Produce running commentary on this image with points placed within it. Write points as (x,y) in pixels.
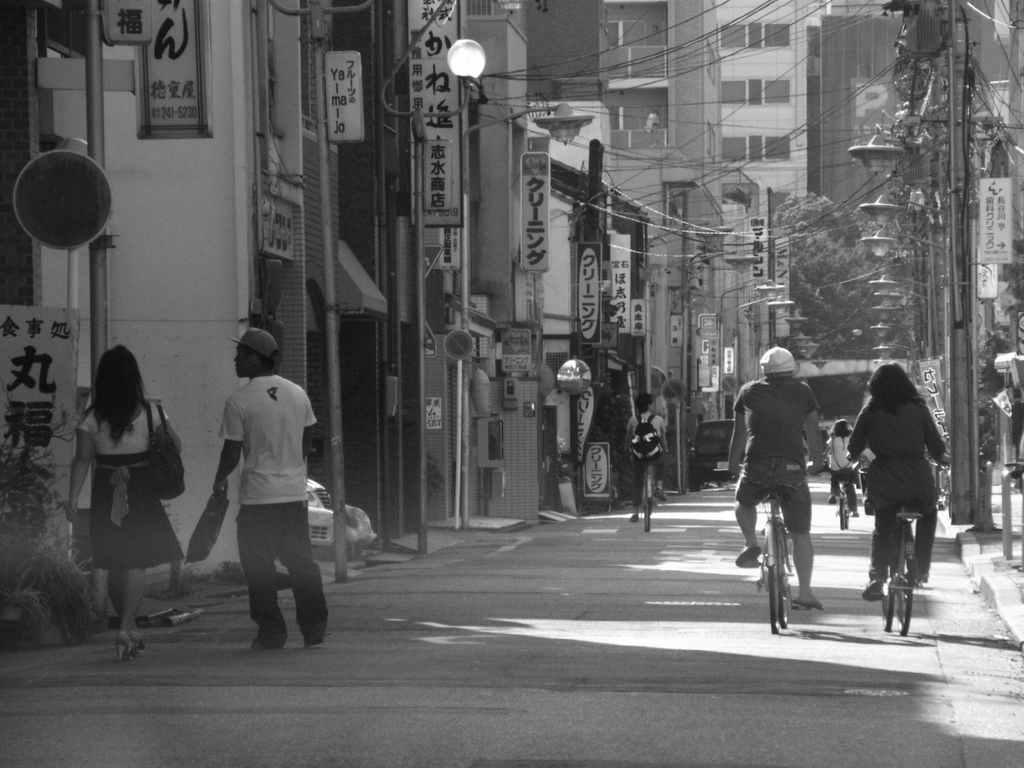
In this picture there are two people (754,562) riding a bicycle (906,590) here and there two people (806,449) riding a bicycle (649,493) here, also a couple of people (258,625) walking on the road (591,545) and in the backdrop (797,286) that trees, poles (966,258), buildings (395,295), boards (9,396).
